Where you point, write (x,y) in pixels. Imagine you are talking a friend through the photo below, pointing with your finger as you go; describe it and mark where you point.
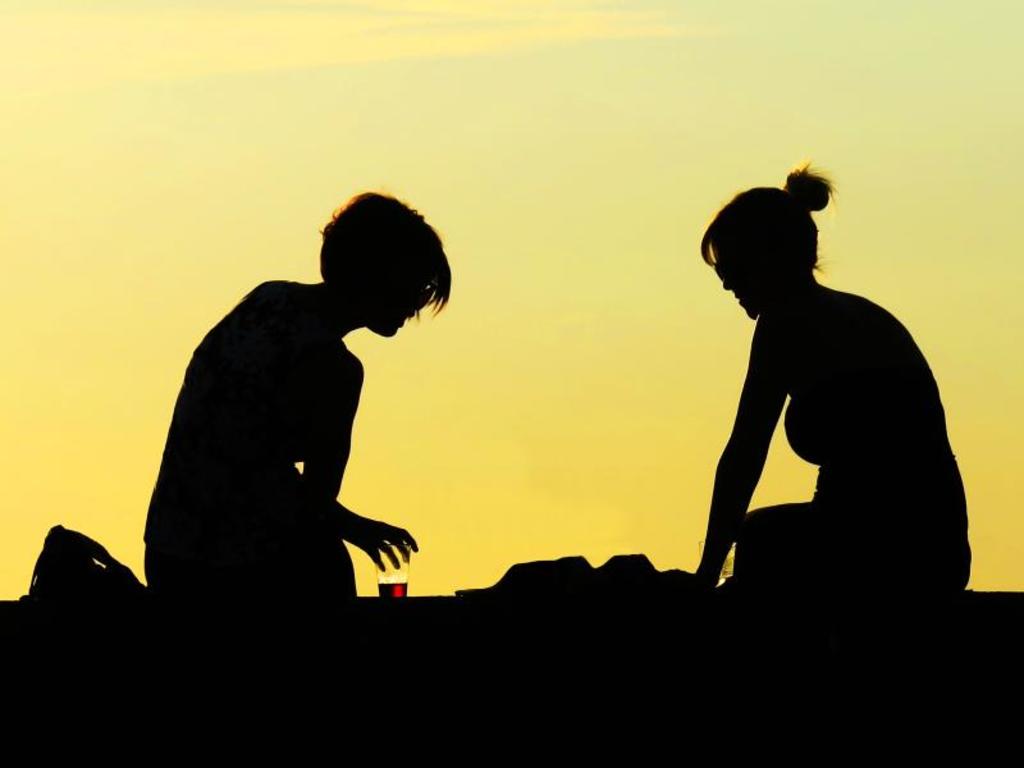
In this picture we can observe a man (283,408) and a woman (859,446) sitting on the land (646,694). We can observe a glass (388,576). In the background (206,139) there is a sky (582,177).
